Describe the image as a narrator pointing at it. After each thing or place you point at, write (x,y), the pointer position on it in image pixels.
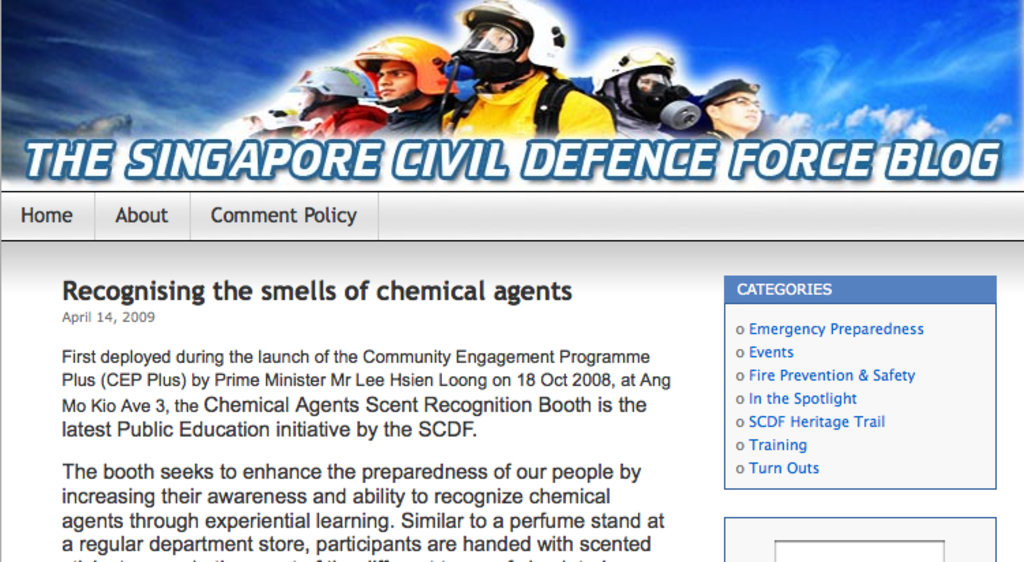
In this picture we can see a blog (208,281) with an image (372,124), words (211,163) and numbers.
